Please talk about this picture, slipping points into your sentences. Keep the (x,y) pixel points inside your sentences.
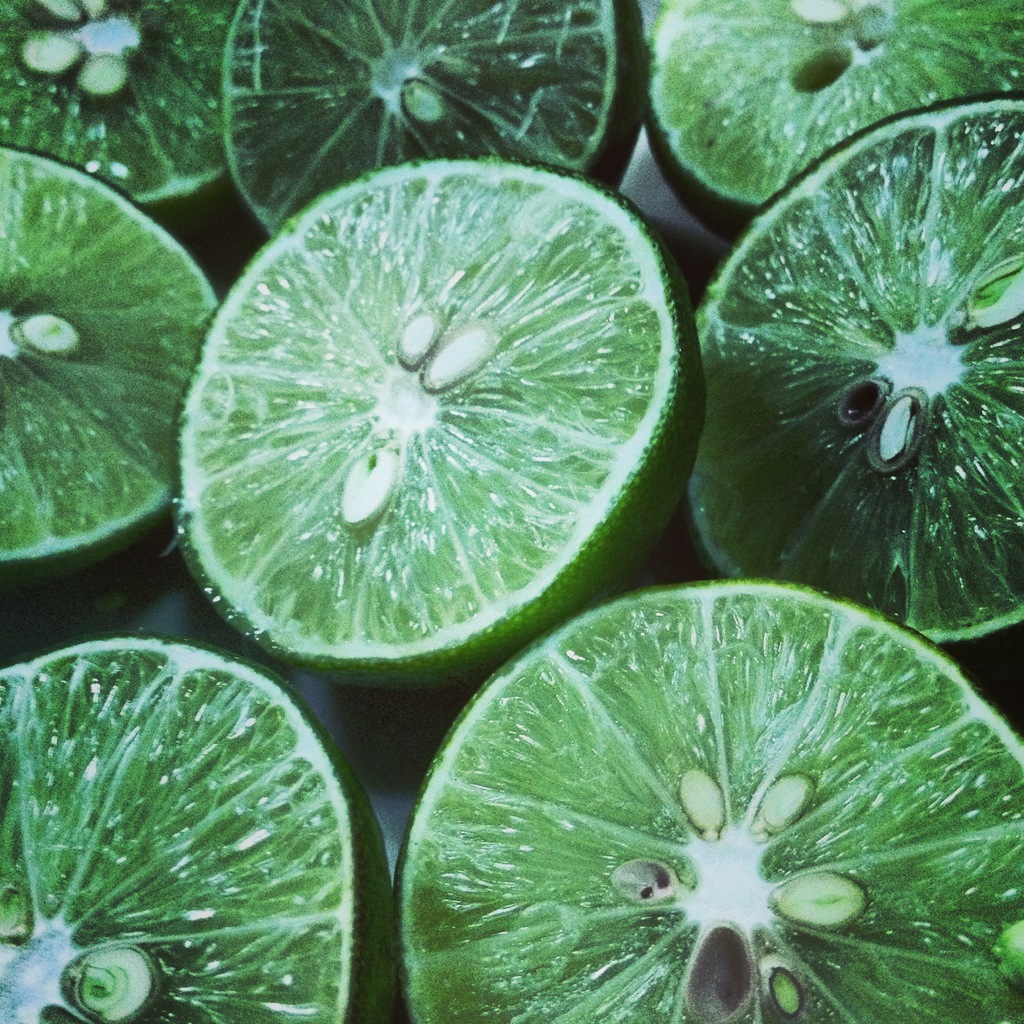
In this image there are a few lime slices (582,701) with seeds (917,433).
